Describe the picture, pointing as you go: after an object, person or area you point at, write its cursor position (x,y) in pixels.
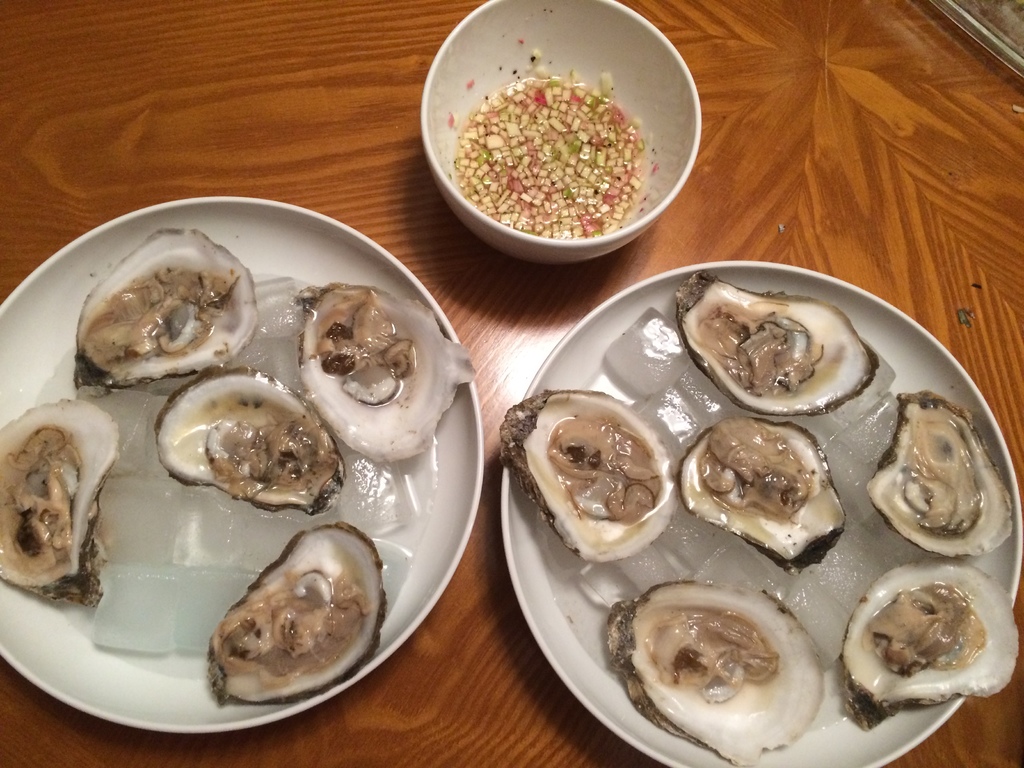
In this image, we can see some food items (567,485) in plates (476,413) are placed on the wooden surface (416,738). We can also see some ice (642,336).
